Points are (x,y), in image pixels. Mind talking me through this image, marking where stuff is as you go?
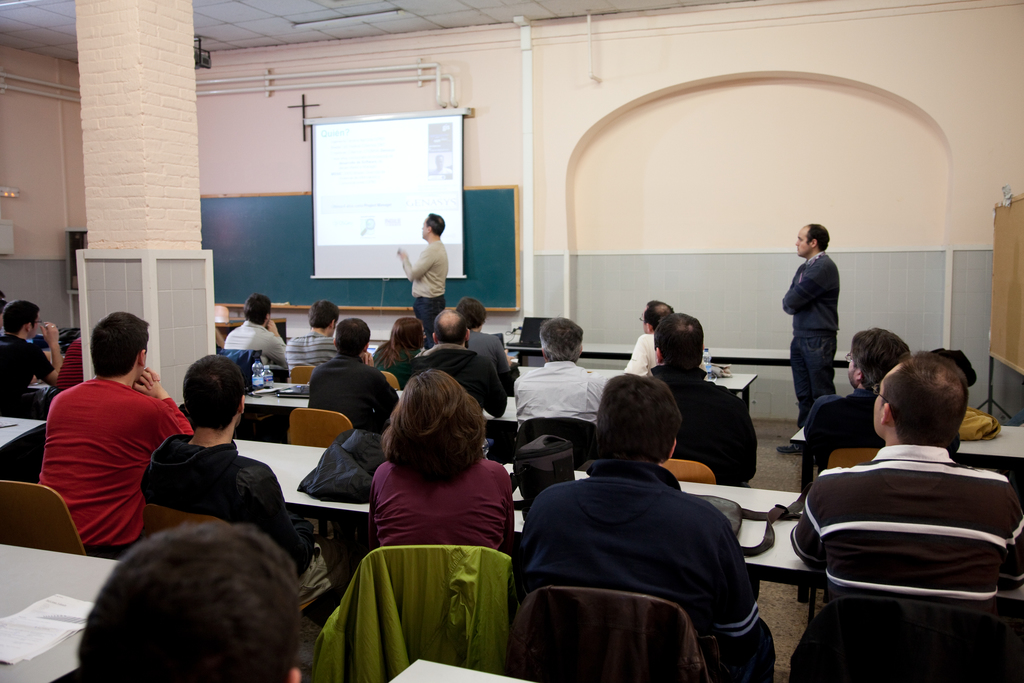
This picture is clicked inside a room (6,172). Here, we see many people (353,419) sitting on chair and listening to the man (439,245) on the opposite side who is wearing cream shirt (431,273), is explaining on a projector screen (367,174) which is placed on the white wall (512,92) and beside that, we see a green board (248,247) and in front of the board (221,228), we see a pillar (139,223).
